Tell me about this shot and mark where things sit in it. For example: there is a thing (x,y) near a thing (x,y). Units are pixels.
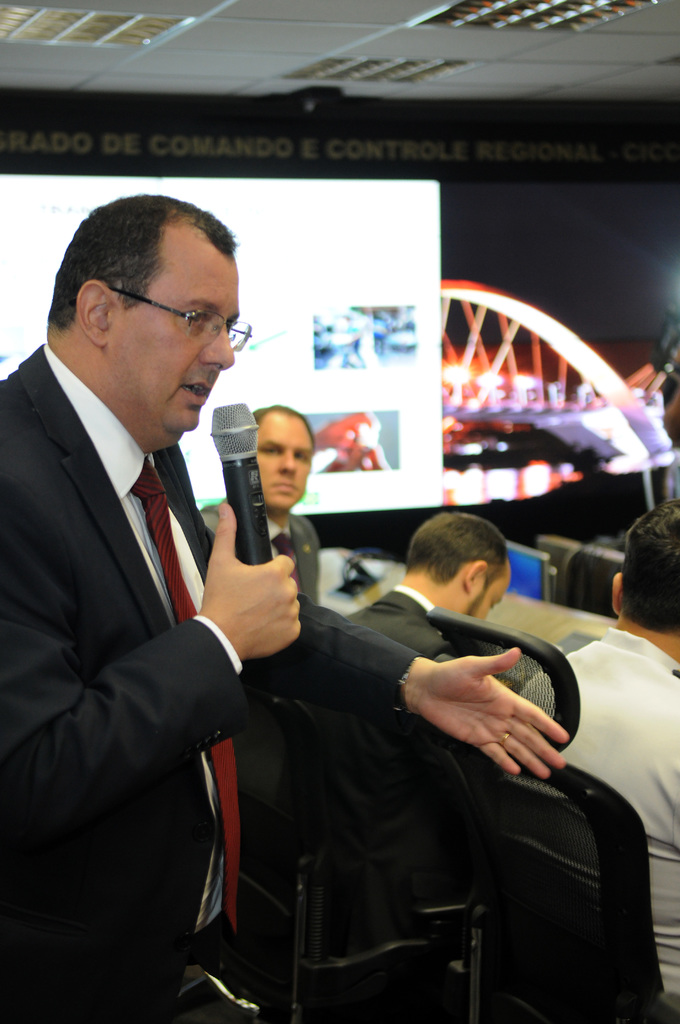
On the left side (159,554) we can see one man (139,535) standing holding microphone (234,483). And coming to the right side (622,751) we can see three persons (466,594) were sitting on the chair (472,768). Coming to background (440,360) we can see screen (433,338) and monitors (565,571).
